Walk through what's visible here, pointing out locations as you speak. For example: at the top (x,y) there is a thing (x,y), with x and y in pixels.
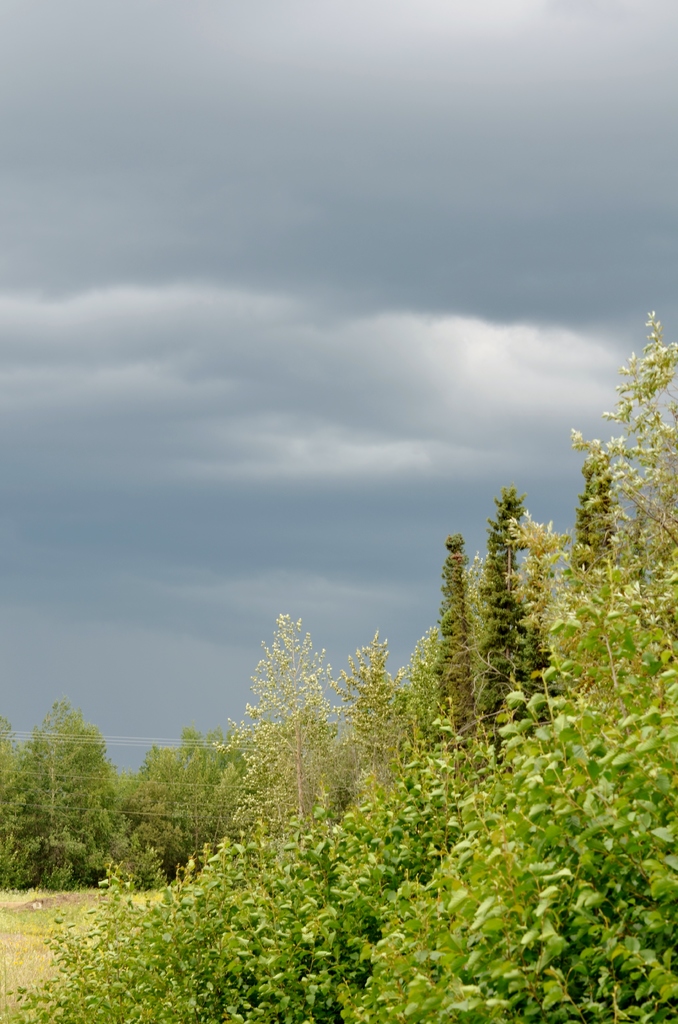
In the middle of the image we can see trees (90,954) and grass (38,949). In the middle of the image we can see trees (151,758) and wires (116,744). On the top of the image (623,193) we can see the sky (252,403).
